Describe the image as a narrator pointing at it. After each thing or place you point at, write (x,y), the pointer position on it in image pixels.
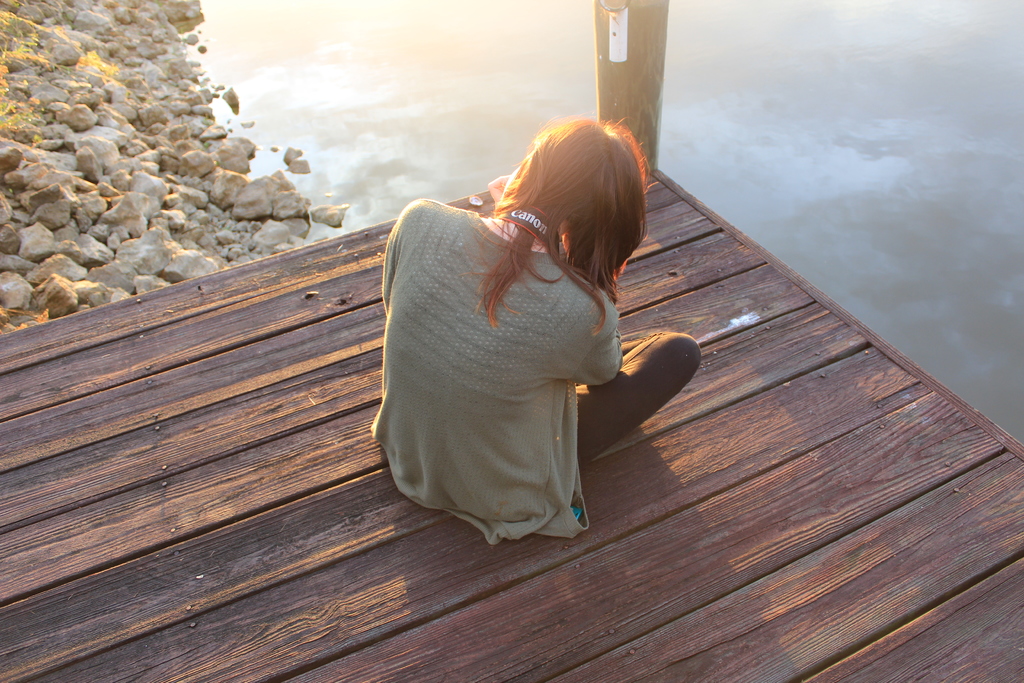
In this image we can see a woman (524,312) sitting on a bridge (780,395), there are stones (153,208) beside the bridge (240,411) and water (758,90) in the background (840,157).
